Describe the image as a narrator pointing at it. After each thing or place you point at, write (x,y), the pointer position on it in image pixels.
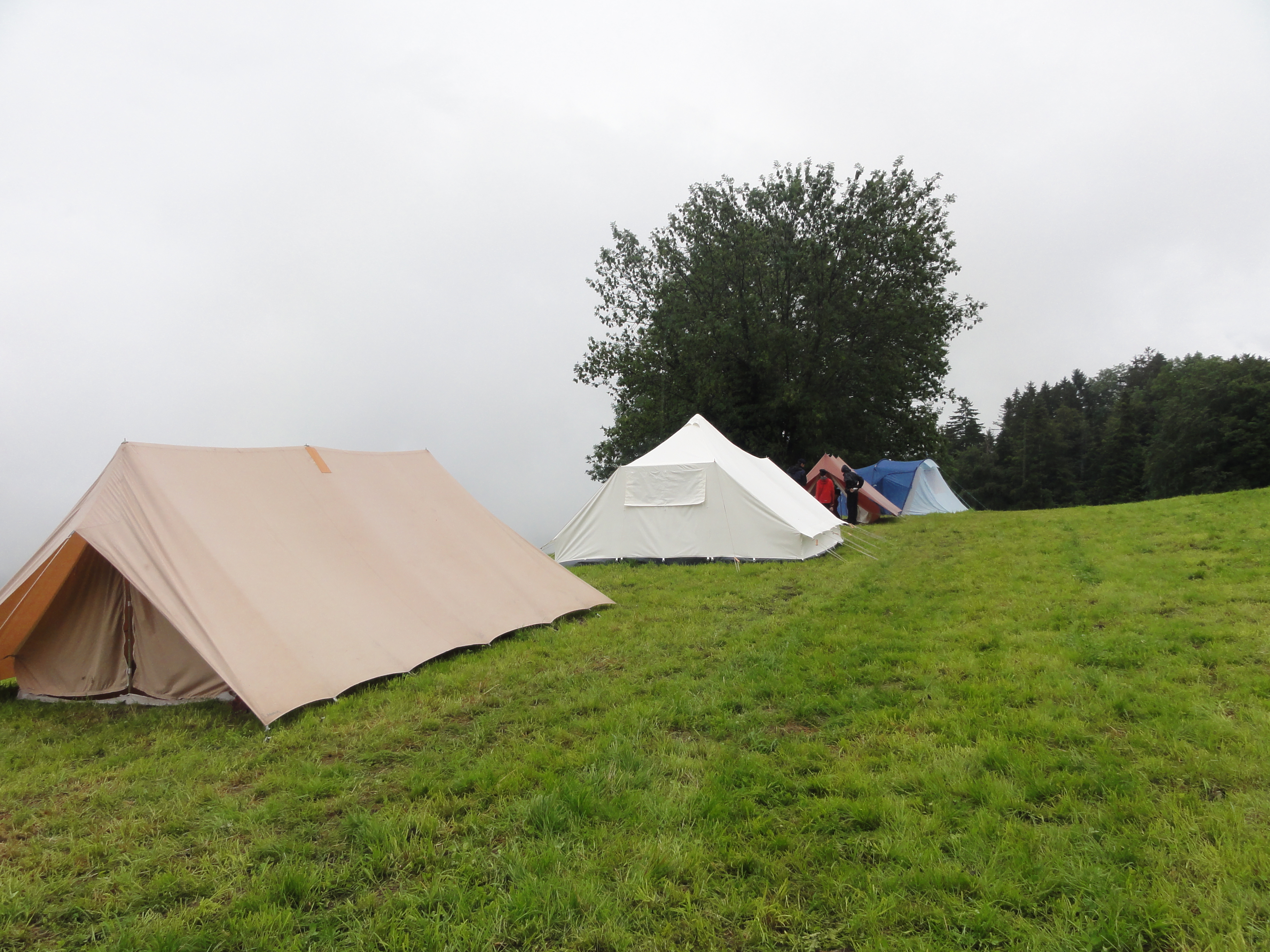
In this picture we can see tents (541,612), people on the ground (941,652) and in the background (104,319) we can see trees (1145,461), sky (474,260).
